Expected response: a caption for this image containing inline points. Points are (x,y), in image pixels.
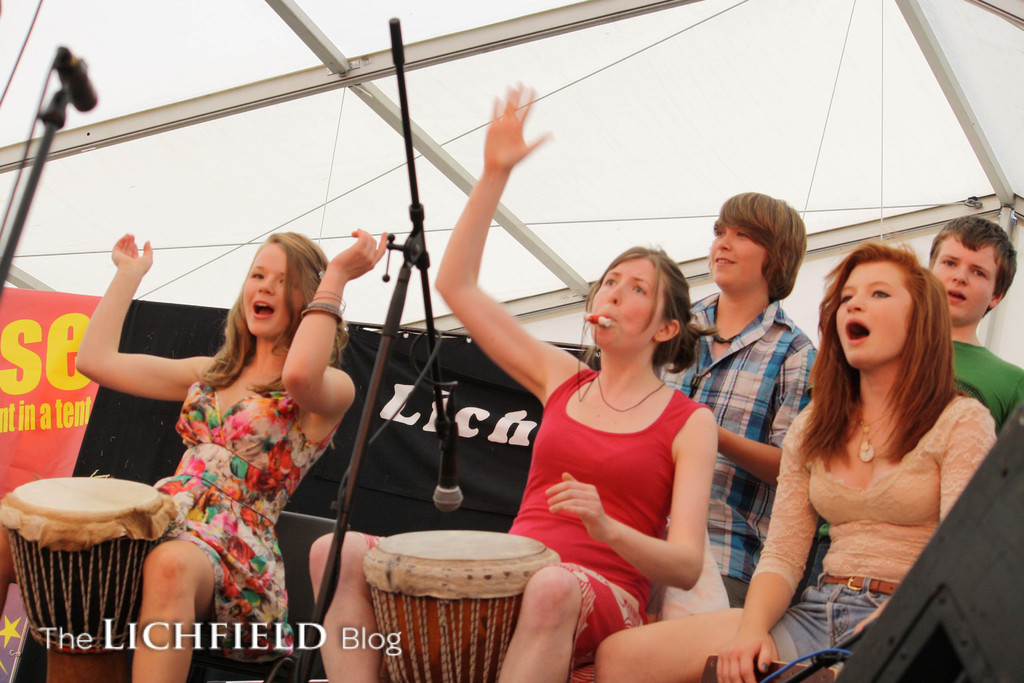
In the picture we can see three women (326,396) are sitting on the chairs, with the drums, near the microphones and two men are standing behind them and in the background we can see a steel rods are placed in a tent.
